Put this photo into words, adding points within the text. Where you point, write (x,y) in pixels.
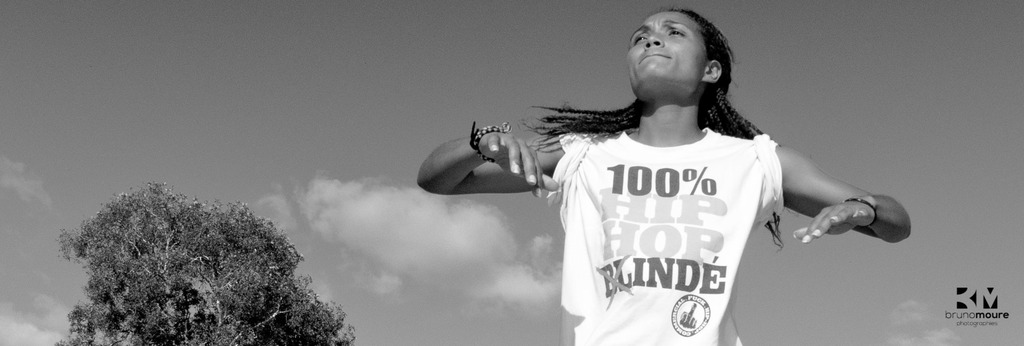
In this black and white image there is a person (638,185) and on the left side of the image (218,280) there is a tree (241,276). In the background (296,174) there is the sky (475,265).
